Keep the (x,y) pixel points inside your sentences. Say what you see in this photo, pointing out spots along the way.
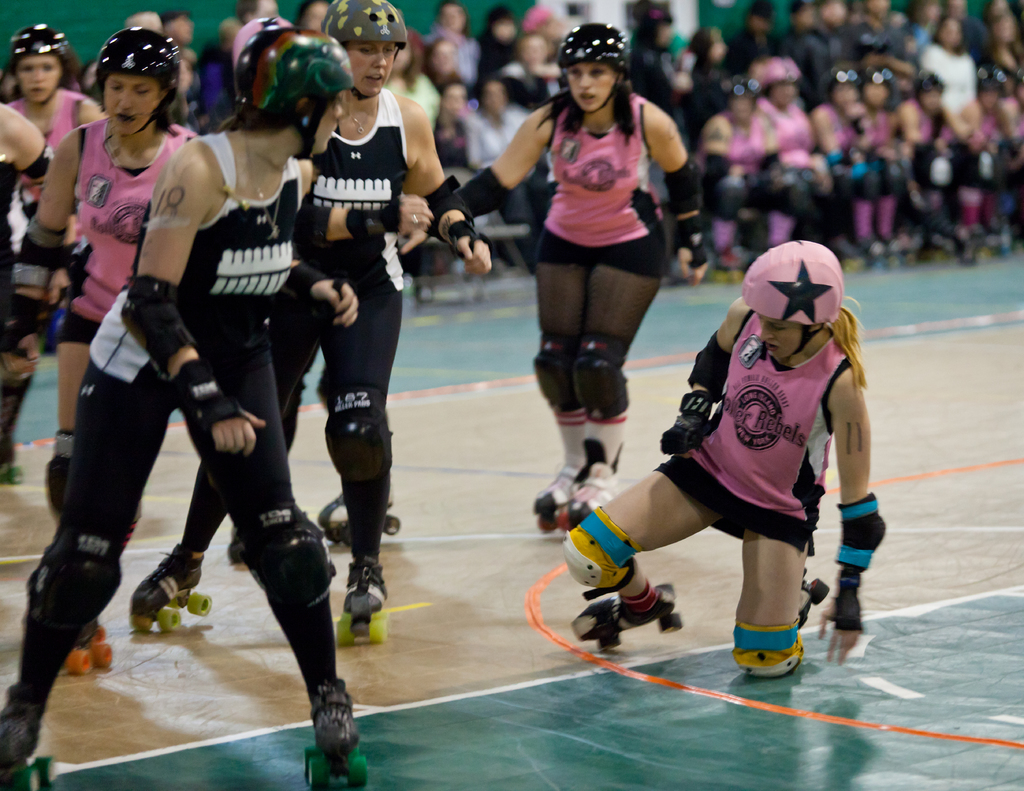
In the background (686,98) we can see the people (964,51). In this picture we can see people (34,98) wearing helmets (387,3) and they are skating on the floor (947,667).
